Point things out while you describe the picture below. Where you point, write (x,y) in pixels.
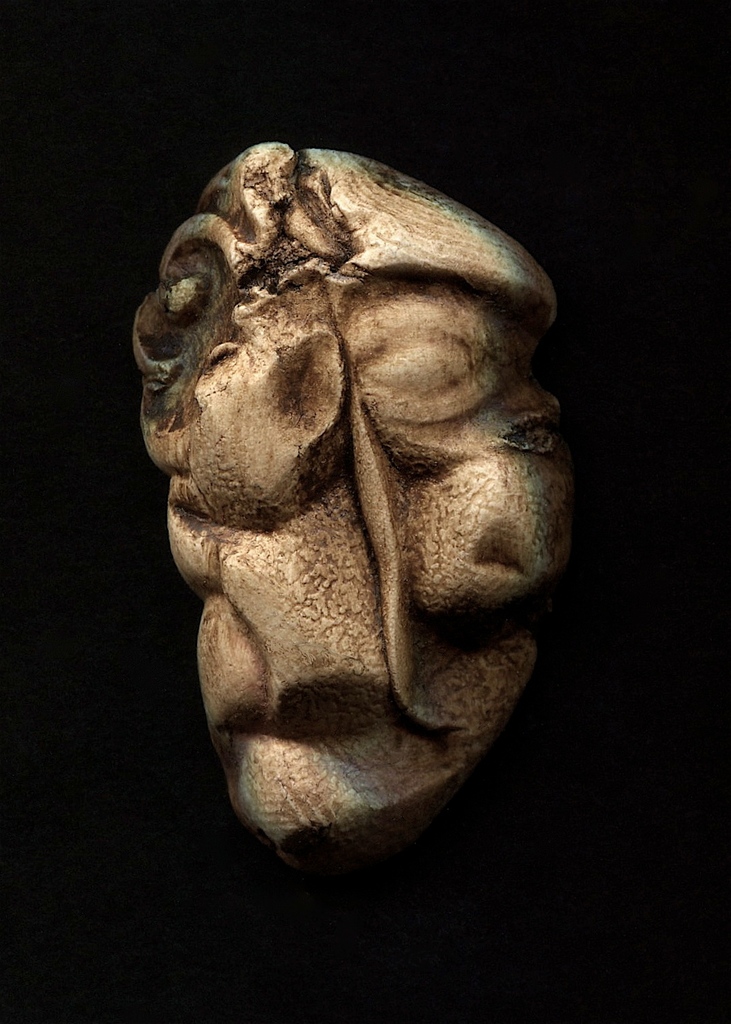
In this picture we can observe a stone (359,548) which is in gold color. This stone (295,437) is carved into a shape. The background (116,206) is dark.
